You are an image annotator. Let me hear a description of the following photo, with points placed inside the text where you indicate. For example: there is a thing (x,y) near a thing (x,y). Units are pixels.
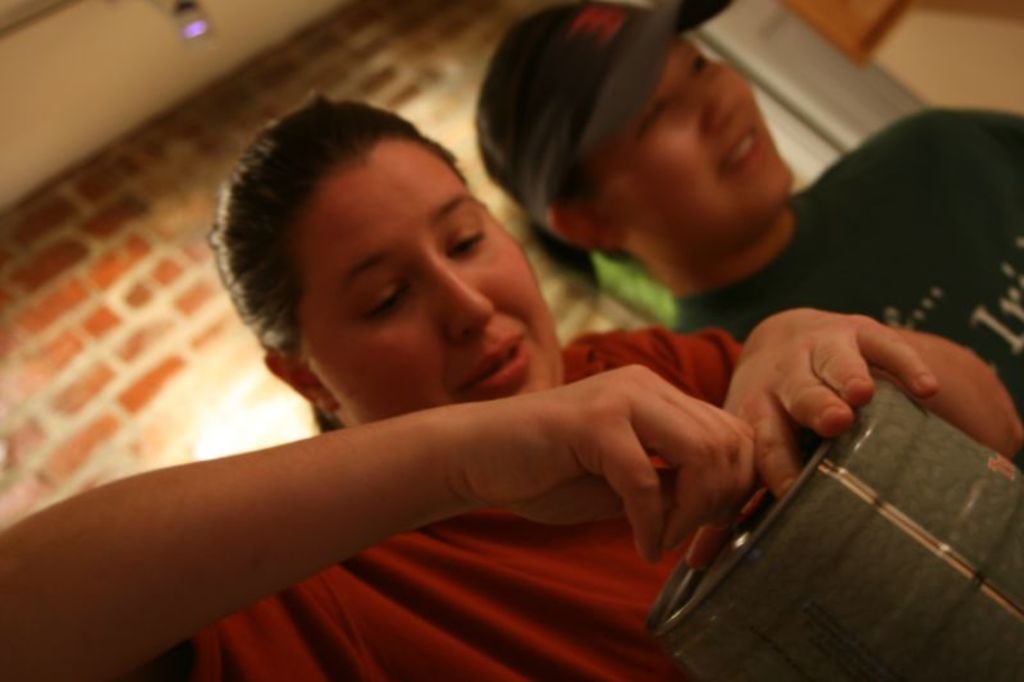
In the foreground of this image (585,592), there is a woman (504,578) opening a tin (884,587) and in the background (858,208), there is another woman (651,80) in hat (590,70), wall (180,161), ceiling (176,73), light (197,25) and it seems like a door (850,76) on the right top (847,78).
